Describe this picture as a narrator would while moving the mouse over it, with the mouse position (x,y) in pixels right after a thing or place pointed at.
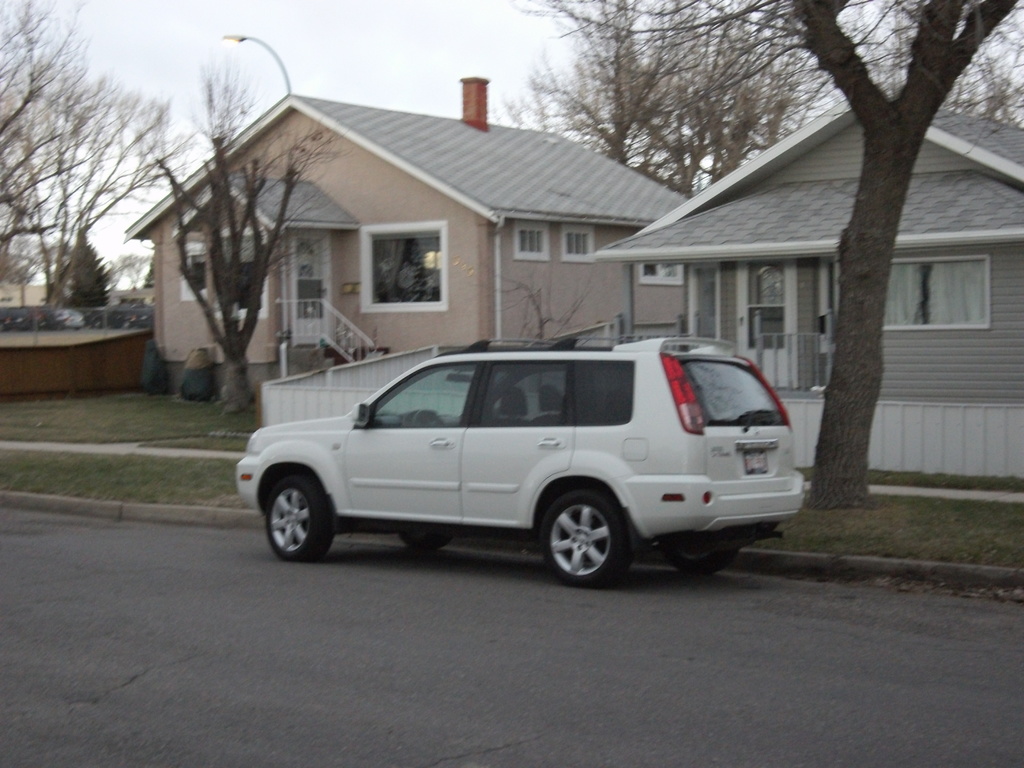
In this image I can see the road (324,648), a car (449,481) which is white in color and few trees (890,241). I can see few buildings (395,243) which are cream and grey in color and in the background (410,65) I can see the sky (310,62).
